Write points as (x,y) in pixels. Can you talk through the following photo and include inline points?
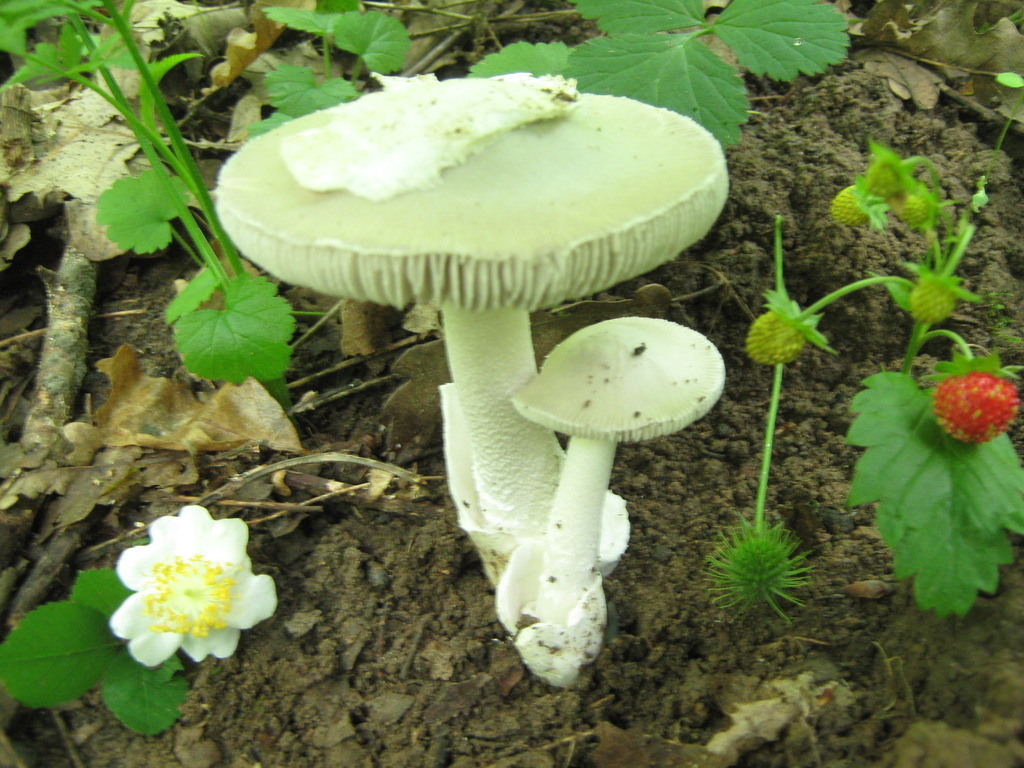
In the foreground of the image (597,578) we can see two mushrooms (538,455) on the ground (402,480). On the right side (999,401) we can see group of fruits (923,301) on stem (951,331) of a plant (968,475). On the left side (187,556) we can see a flower (141,599) with leaves (66,627). In the background (211,322), we can see group of plants (164,114).
